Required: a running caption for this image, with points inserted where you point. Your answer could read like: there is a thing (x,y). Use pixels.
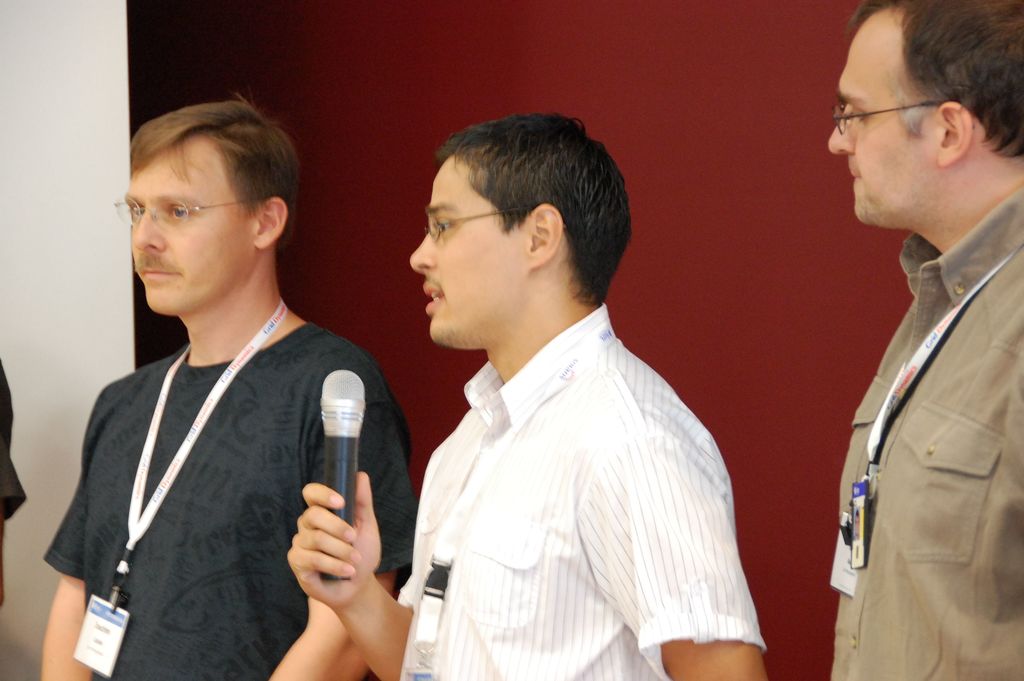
There are three people (366,390) standing and wearing white color tags (903,392). The person (642,437) in the middle (528,299) is holding a mike (350,460) and speaking. Background (331,213) looks maroon in color.
